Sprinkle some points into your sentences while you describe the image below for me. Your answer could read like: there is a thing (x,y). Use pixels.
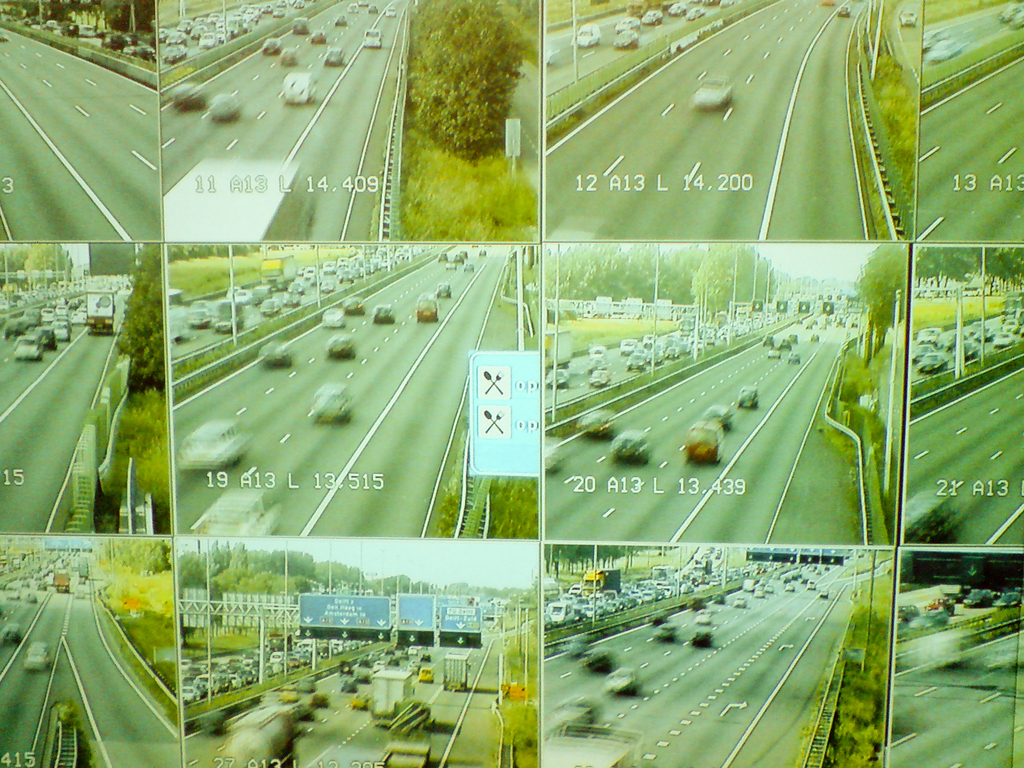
In this picture we can observe footage of CC cameras. In this picture we can observe twelve cameras footage. There are roads (262,118), vehicles (331,52) and trees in all the images. We can observe white color water marks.
